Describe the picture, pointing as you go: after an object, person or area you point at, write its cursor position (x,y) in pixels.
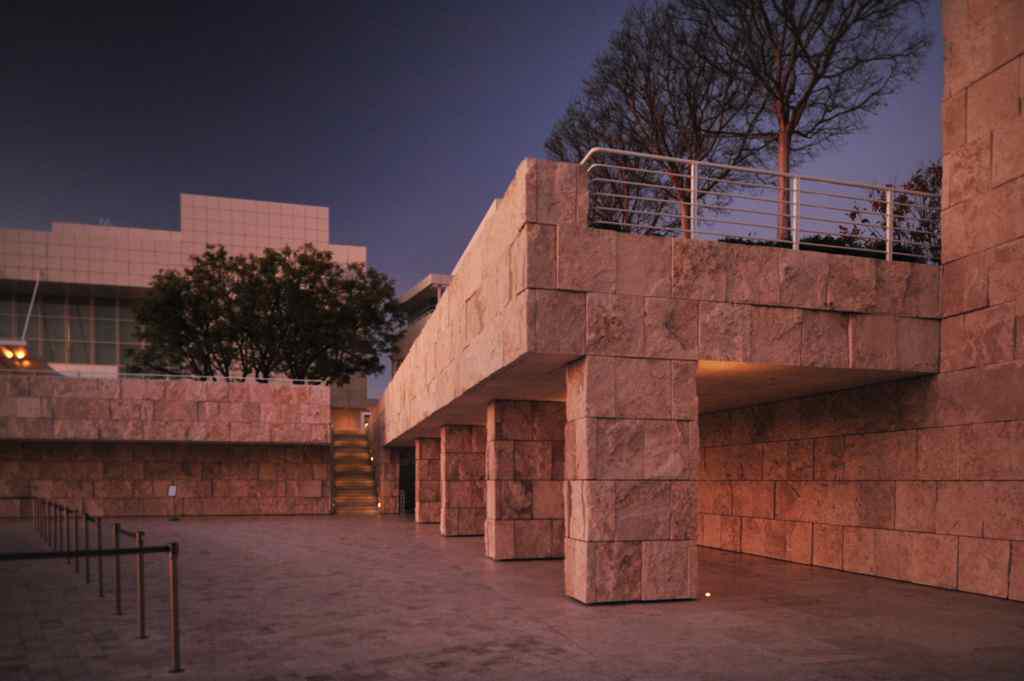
In this image we can see buildings (594,286), steps (352,465), rods (132,552), pillars (623,458), railing (692,221), trees (919,243), lights (9,350) and sky (336,85).
